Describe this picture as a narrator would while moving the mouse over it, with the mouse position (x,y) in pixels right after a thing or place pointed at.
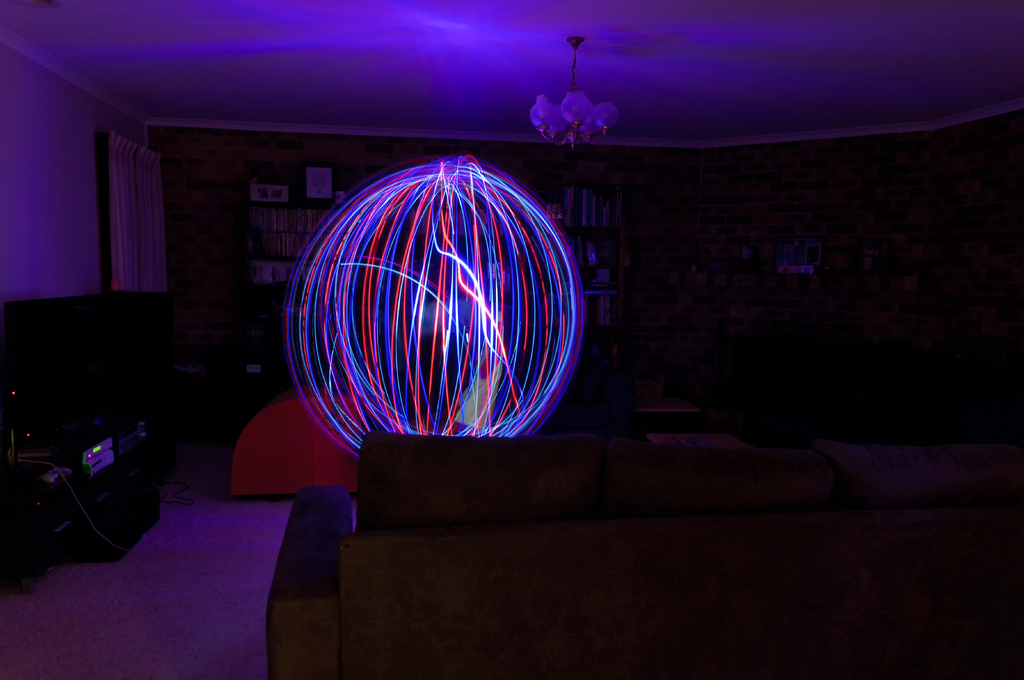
In this image I can see a couch (657,521), a lamp (584,131), the ceiling (430,62), the wall (729,204), a book shelf (603,225) with number of books (609,209) in it and the curtain (152,179). In the center of the room (606,302) I can see a circle shaped light (469,332) which is red, blue and white in color.
